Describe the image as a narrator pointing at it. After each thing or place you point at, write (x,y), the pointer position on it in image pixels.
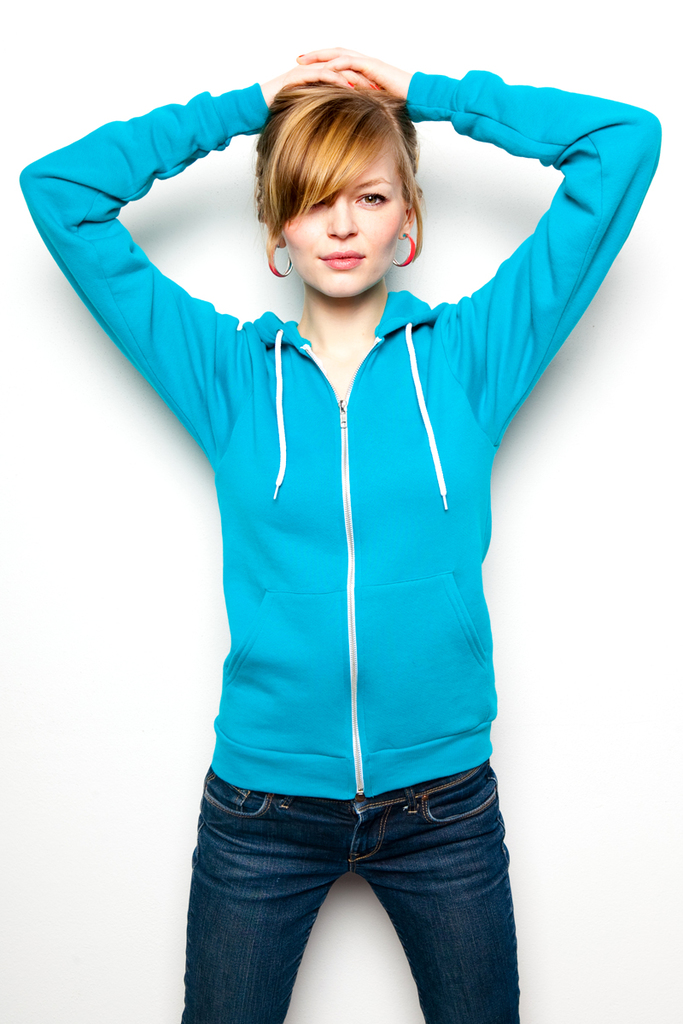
In the image there is a woman (337,454), she is standing in front of a white background (537,762) and she is wearing blue sweater (391,584) and jeans (446,999). She is posing for the photo.
